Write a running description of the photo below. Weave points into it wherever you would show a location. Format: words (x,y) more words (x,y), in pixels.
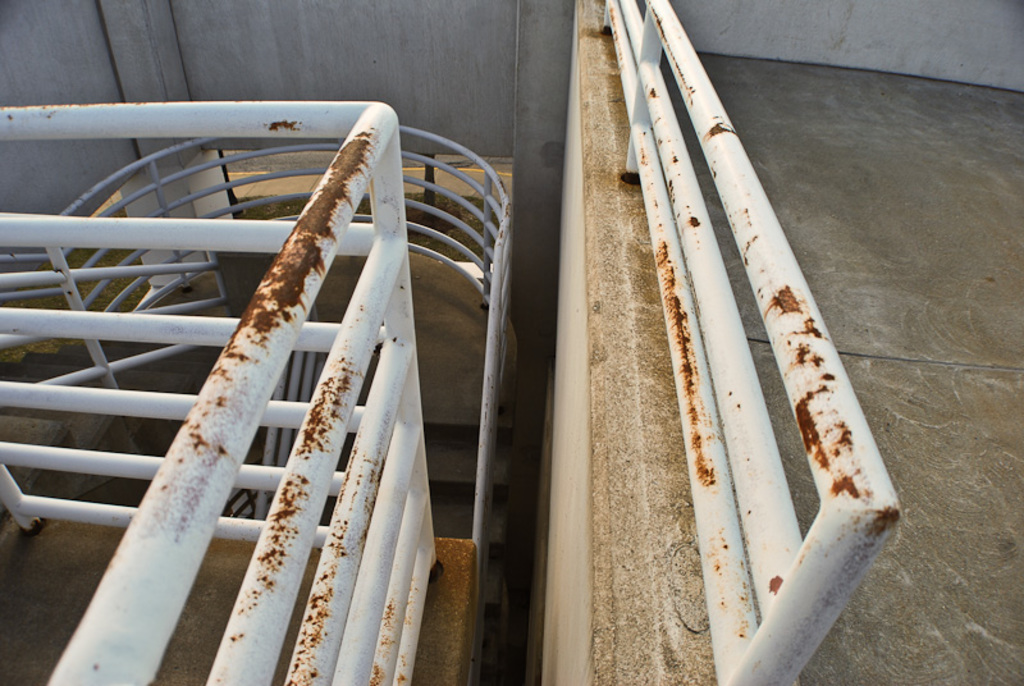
In this image we can see railings (658,192), stairs (88,422), also we can see the wall (554,22).
